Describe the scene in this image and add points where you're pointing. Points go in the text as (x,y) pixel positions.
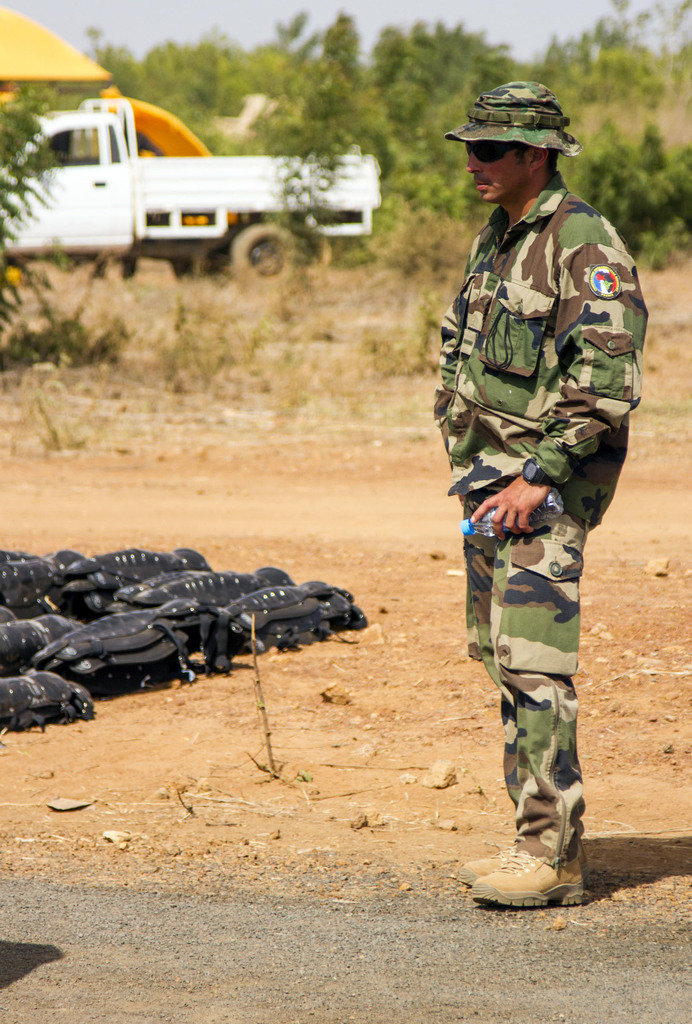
In the image there is a soldier (557,655) standing on the ground (444,804) and in front of him there are some objects (33,591) and in the background (88,153) there is a truck (51,129) and behind the truck (134,133) there are some trees (440,80).
